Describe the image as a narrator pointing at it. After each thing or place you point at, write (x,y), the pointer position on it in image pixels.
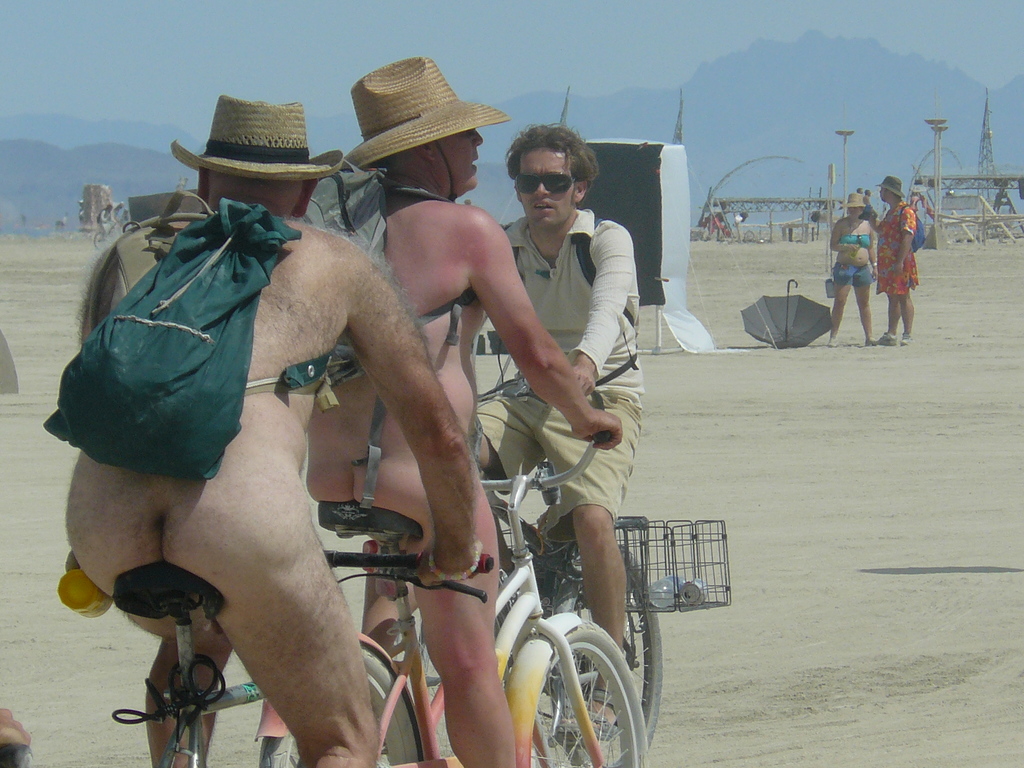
In this picture we can see few persons (368,433) on the bicycle (168,753). On the background (635,85) there is a sky (681,84) and this is an umbrella (783,321).
